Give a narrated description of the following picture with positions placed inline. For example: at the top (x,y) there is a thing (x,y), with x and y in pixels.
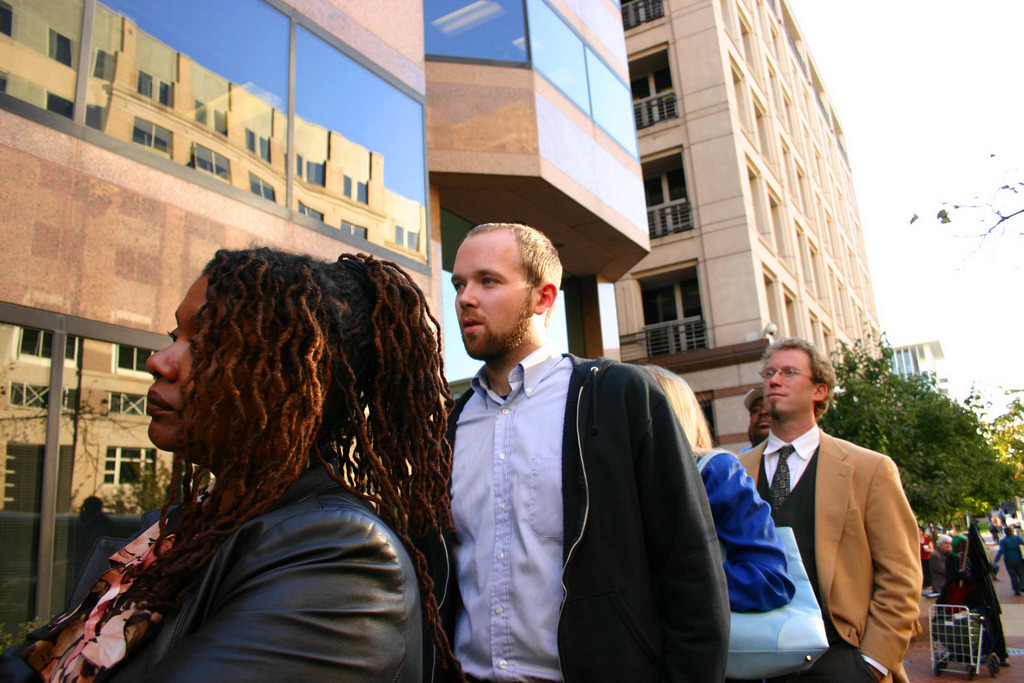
In this image there is a person (584,494) wearing a black jacket (632,531) is standing behind a woman (392,568). Behind him there is a person (745,531) carrying a bag (756,632). Right side (884,501) there is a person (839,507) wearing suit (842,499) and tie (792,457) is standing. Behind him there are few persons (952,547) standing on the floor (1014,638). There are few trees (1019,435). Behind there are few buildings (775,237). Right top there is sky (934,146).
